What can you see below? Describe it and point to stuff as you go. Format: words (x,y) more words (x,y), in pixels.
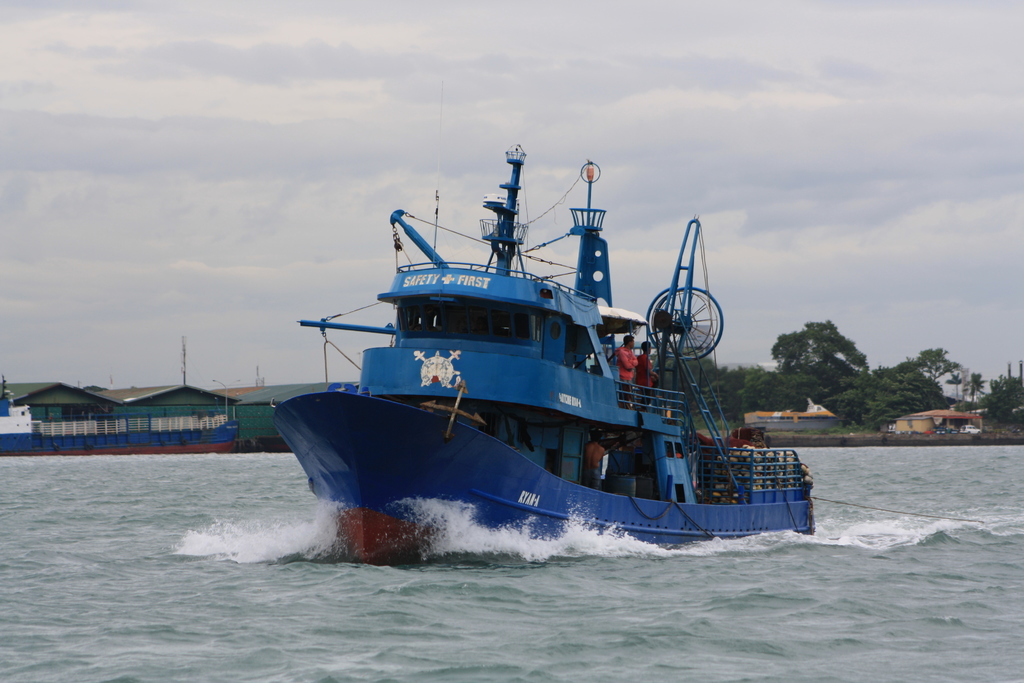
In this image I can see a ship (676,327) visible on the lake (54,484) and I can see a person (648,346) visible on the ship (549,339) at the top (378,134) I can see the sky (752,157) and in the middle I can see trees (897,390) and the houses (31,398).
